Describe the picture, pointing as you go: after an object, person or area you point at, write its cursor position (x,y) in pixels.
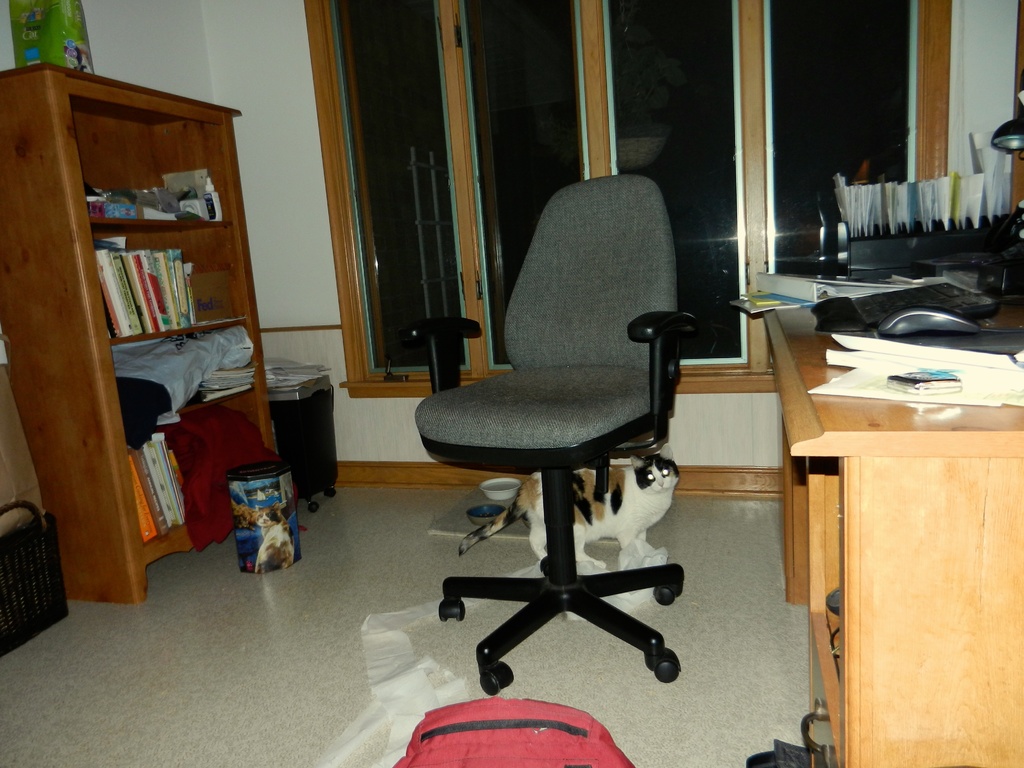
In this image i can see a chair (637,177) there is a cat (659,507) under the chair (643,398) at the right (919,504) there are few books (944,357), papers (886,341) on the table (879,404) at left (156,293) there are few other books (172,287) in a rack (80,258), at the back ground (288,239) i can see a window (390,218) and a wall (252,160).
